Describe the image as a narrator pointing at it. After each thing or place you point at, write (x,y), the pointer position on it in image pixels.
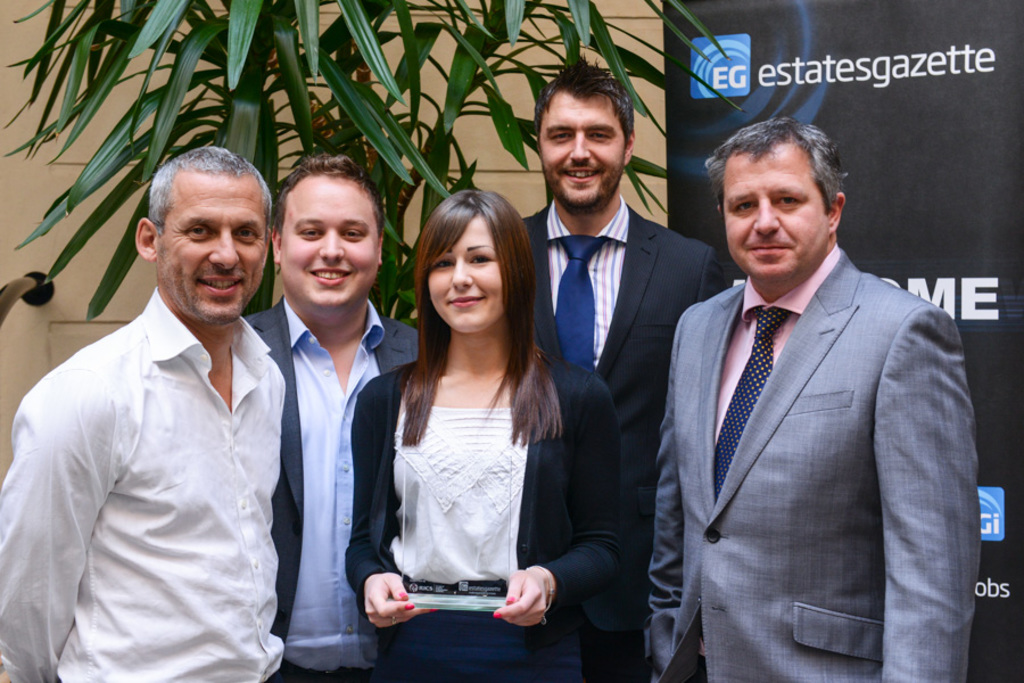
In the foreground of the picture (325,400) there are group of people (255,391) standing, they are having smiley faces (789,223). On the right (940,150) there is a banner (890,101). On the left (21,281) there is a hand railing (23,295). In the center of the background (398,220) there is a tree (396,139).
